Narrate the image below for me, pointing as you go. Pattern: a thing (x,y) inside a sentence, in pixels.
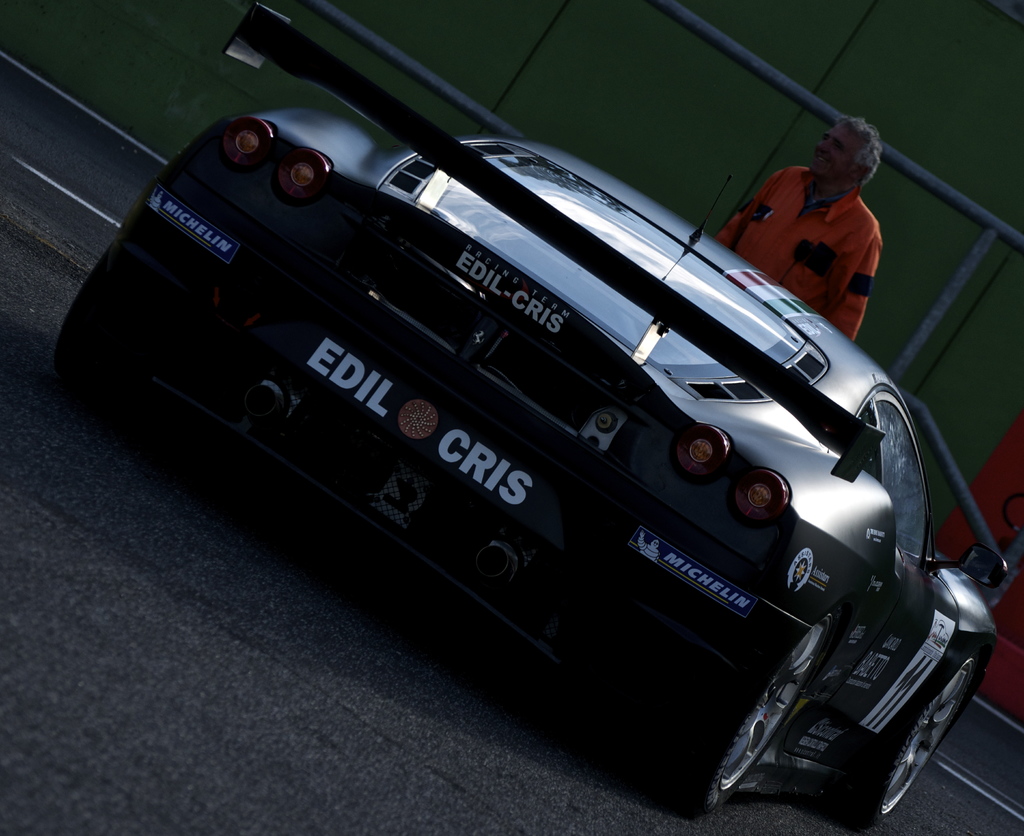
In the center of the picture (365,380) there is a car (783,698) on the road (197,819). In the background (832,187) there are building (915,147), railing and a person (814,208).
